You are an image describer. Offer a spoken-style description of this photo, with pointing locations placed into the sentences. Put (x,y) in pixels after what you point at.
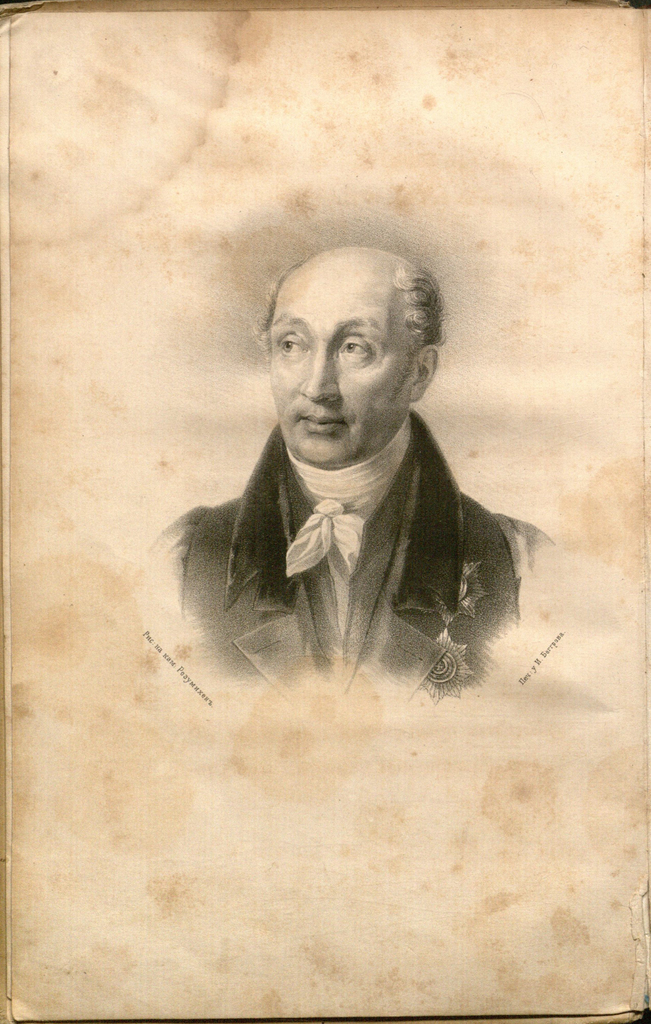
This image consists of a paper (297,752) with an image (302,349) of a man (375,420).
